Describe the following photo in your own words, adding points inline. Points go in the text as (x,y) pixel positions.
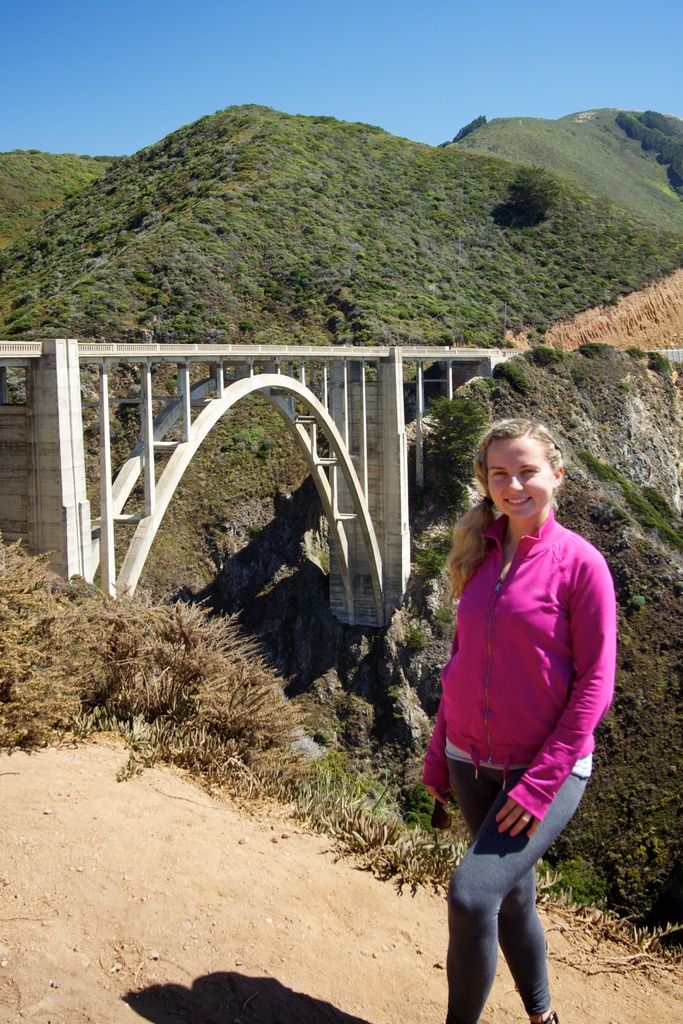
In this picture we can see some greenery (6,184) from left to right. Sky (344,42) is blue in color.
